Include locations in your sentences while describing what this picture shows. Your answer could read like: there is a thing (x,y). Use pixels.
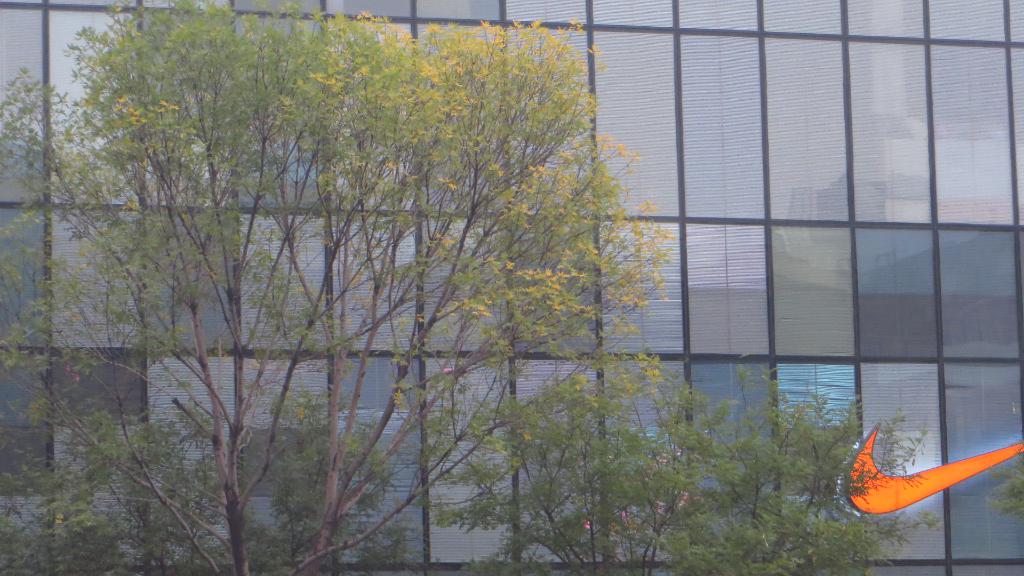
There are trees (601,432). In the background (668,284) there is a building (764,109). In the right bottom corner (897,492) there is a logo (884,488).
